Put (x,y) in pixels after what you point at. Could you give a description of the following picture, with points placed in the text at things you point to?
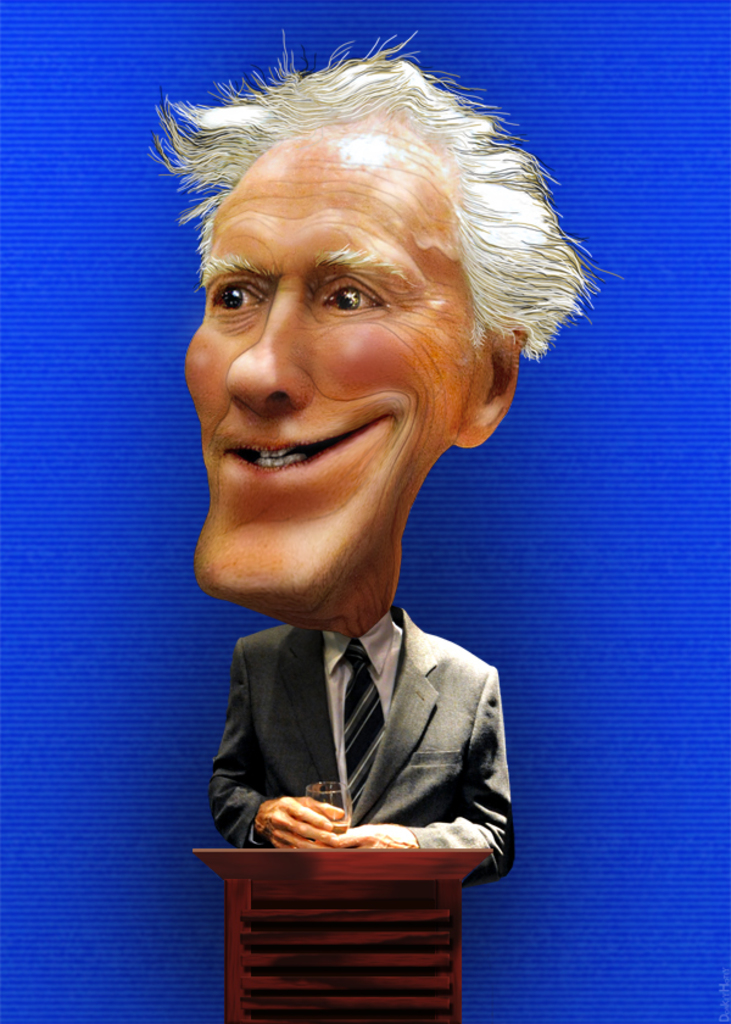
In front of the image there is a depiction of a person (360,798) holding the glass (328,793). In front of him there is a podium (374,908). Background (126,279) color of the image is blue. There is some text (723,990) on the right side of the image (729,1021).
